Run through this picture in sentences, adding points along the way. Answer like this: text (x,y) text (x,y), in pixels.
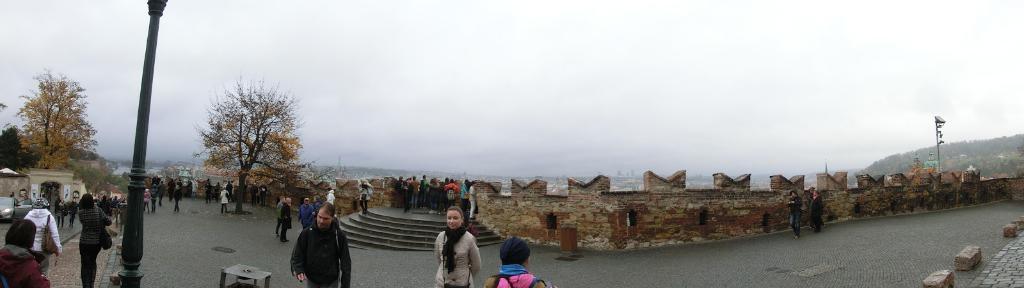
In this image we can see the wall (915,188) with stairs (432,237) and there are a few people (314,229) standing and few people (56,224) walking on the road (189,232). And we can see an arch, trees (244,172), light pole (942,134) and stones (935,278). In the background (518,48), we can see the sky (591,104).
